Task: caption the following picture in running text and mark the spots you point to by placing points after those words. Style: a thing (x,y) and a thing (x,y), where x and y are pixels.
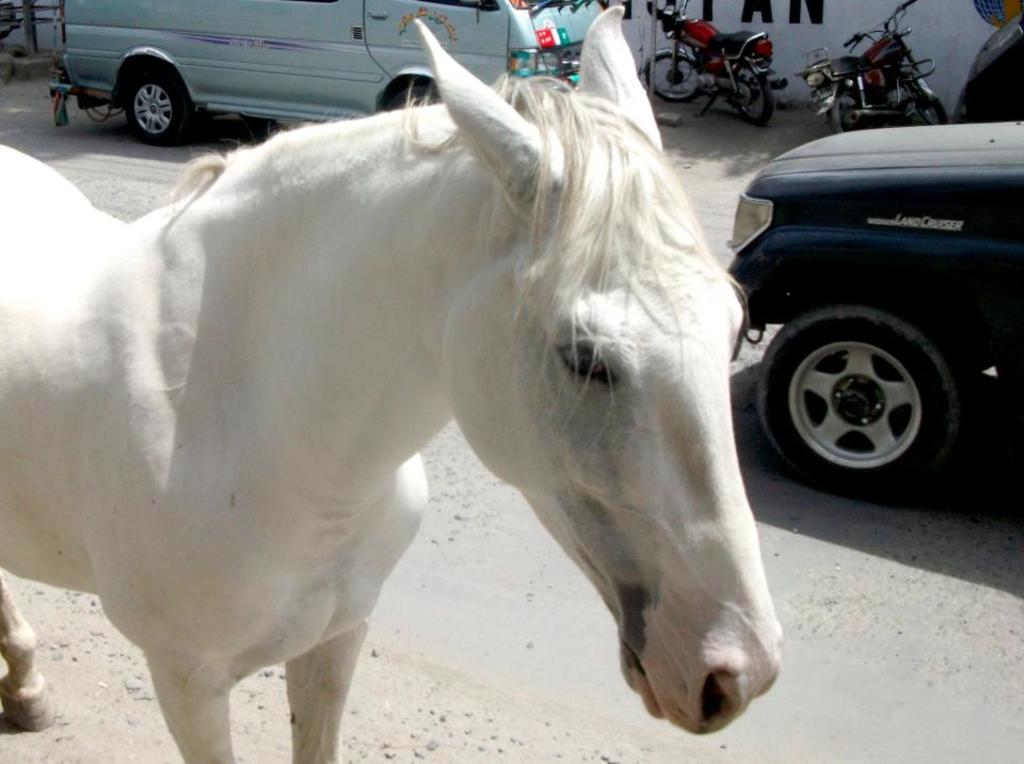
In this image we can see a white horse (415,392) on the road (393,621). On the backside (904,215) we can see some vehicles (894,204) and a wall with some text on it.
